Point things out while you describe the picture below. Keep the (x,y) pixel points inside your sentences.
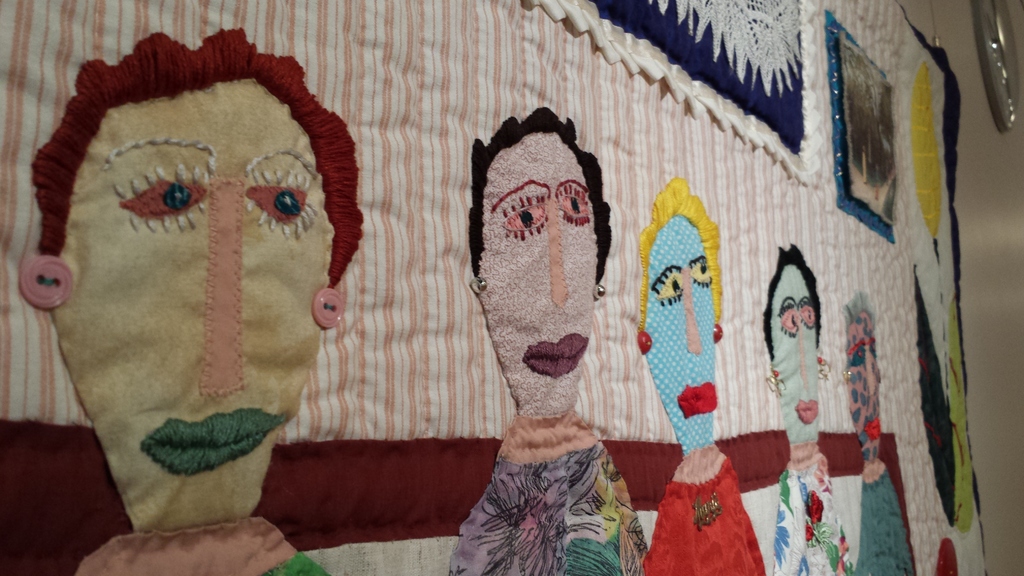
In the center of the image (564,208) we can see embroidery cloth (617,136) on the wall (976,108). In the background (988,56) we can see wall (988,158) and clock (996,71).
